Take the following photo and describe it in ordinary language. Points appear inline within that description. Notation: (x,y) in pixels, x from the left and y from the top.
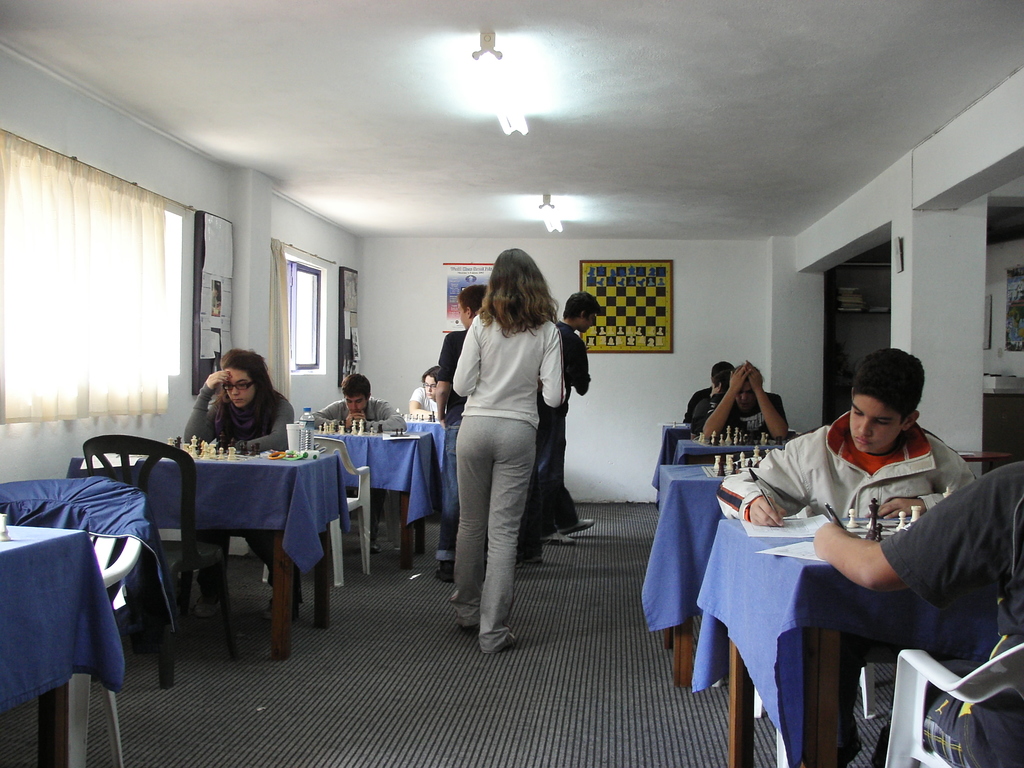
In the room (30,437) there are some people (857,412) sitting and playing chess (894,524). In front of them there is a table (760,575). A blue color cloth (791,590) is on the table (261,491). There is a lady (494,473) in the middle (509,401) wearing white color t-shirt (520,400). Into the middle wall (565,267) there is a chess frame (612,286). And to the left corner (78,257) there is a window (85,257) with curtains (69,210) and there is a notice (210,236) beside window (173,244). And to the right side (907,273) we can see two pillars (790,295). And on the top (514,99) there is a light (502,112).
